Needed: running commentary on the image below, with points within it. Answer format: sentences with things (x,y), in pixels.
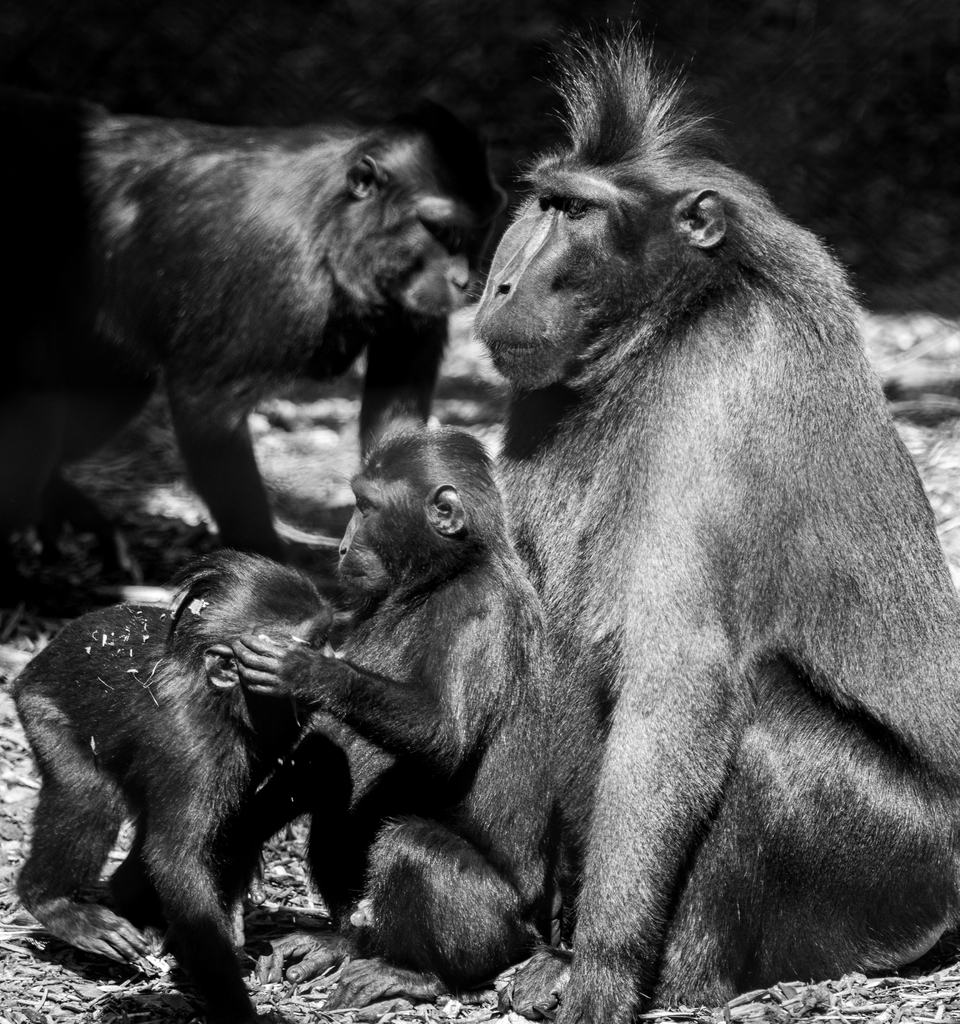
This is a black and white image. In the image there are monkeys (528,348). On the ground (943,989) there are dry leaves (2,783).
